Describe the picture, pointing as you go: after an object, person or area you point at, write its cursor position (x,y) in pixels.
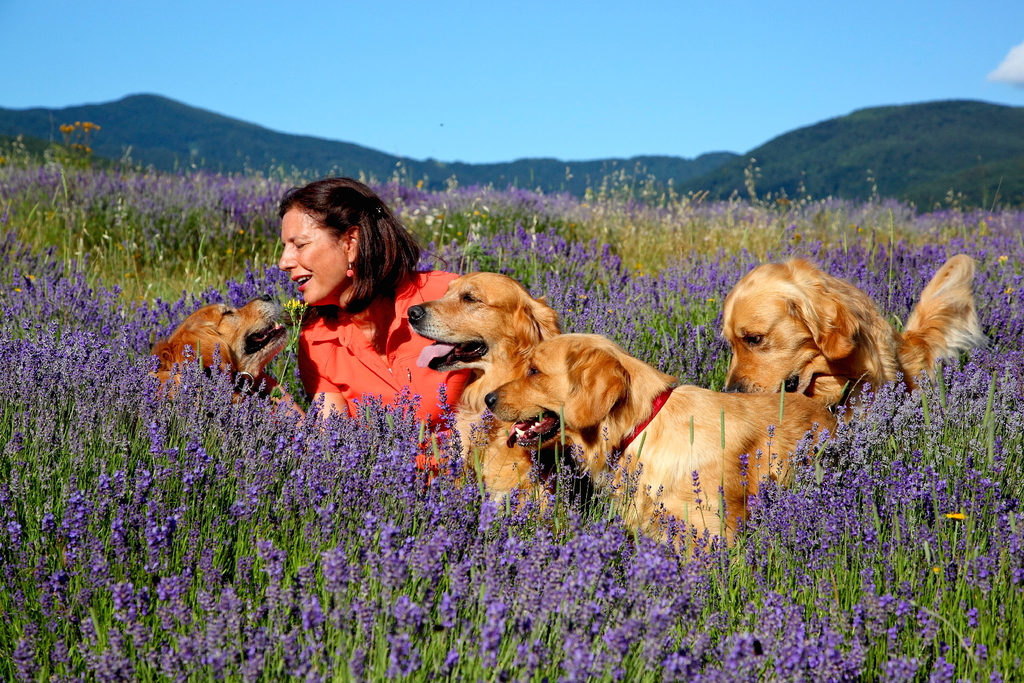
In this picture there is a woman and we can see dogs (544,425), plants (446,251) and flowers (903,203). In the background of the image (520,132) we can see hills (919,120) and sky (426,74).
